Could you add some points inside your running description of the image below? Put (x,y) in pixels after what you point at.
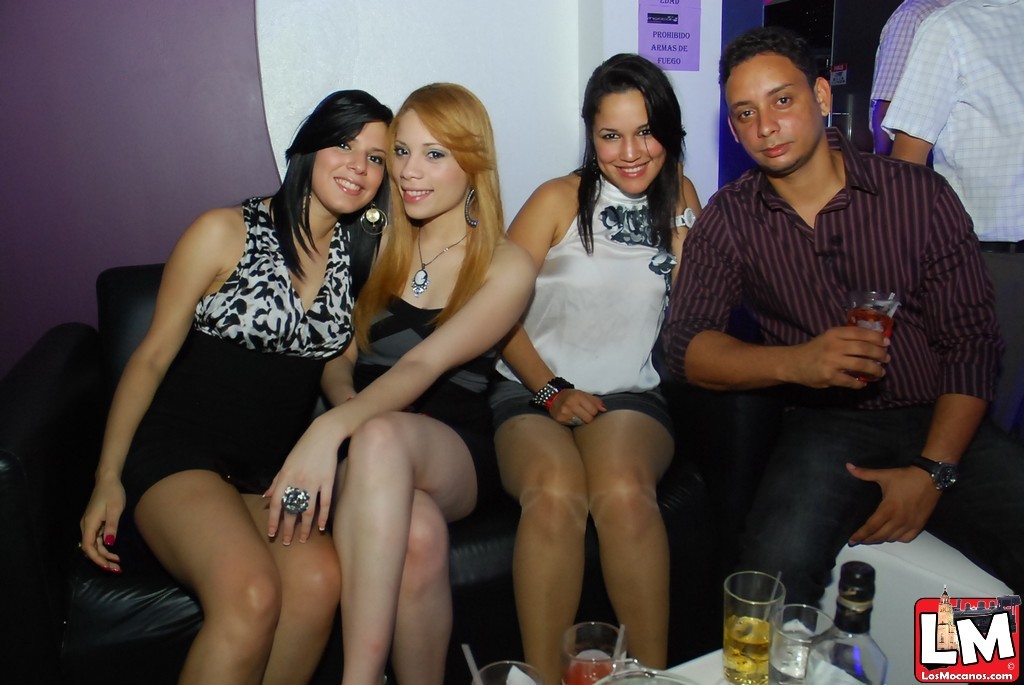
In this image we can see a few people (662,324), four of them (481,380) are sitting on the couch (675,390), one person (854,334) is holding a glass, there are glasses (587,645) and a bottle (834,638) on the table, there is a poster (674,32) with text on it, which is on the wall (532,55), also we can see a door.
